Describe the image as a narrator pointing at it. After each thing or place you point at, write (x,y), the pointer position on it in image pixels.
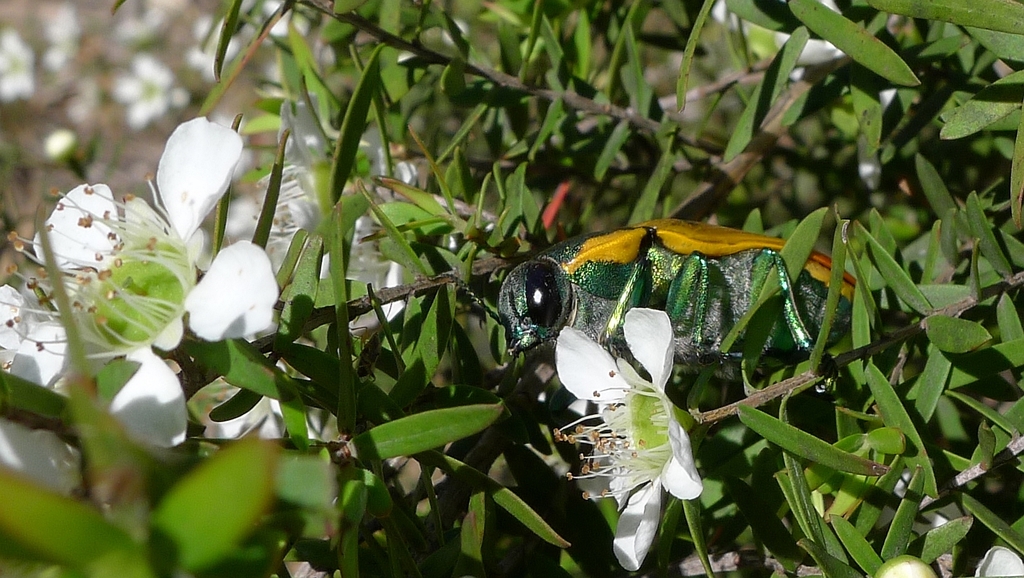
In this image there is a plant (597,101) truncated, there are flowers (667,421) on the plant (566,388), there is a flower (42,373) truncated towards the left of the image (32,357), there is a flower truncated towards the bottom of the image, there is a flower (818,44) truncated towards the top of the image (814,59), there is an insect (696,302) on the plant (609,144), the background of the image (133,79) is blurred.
